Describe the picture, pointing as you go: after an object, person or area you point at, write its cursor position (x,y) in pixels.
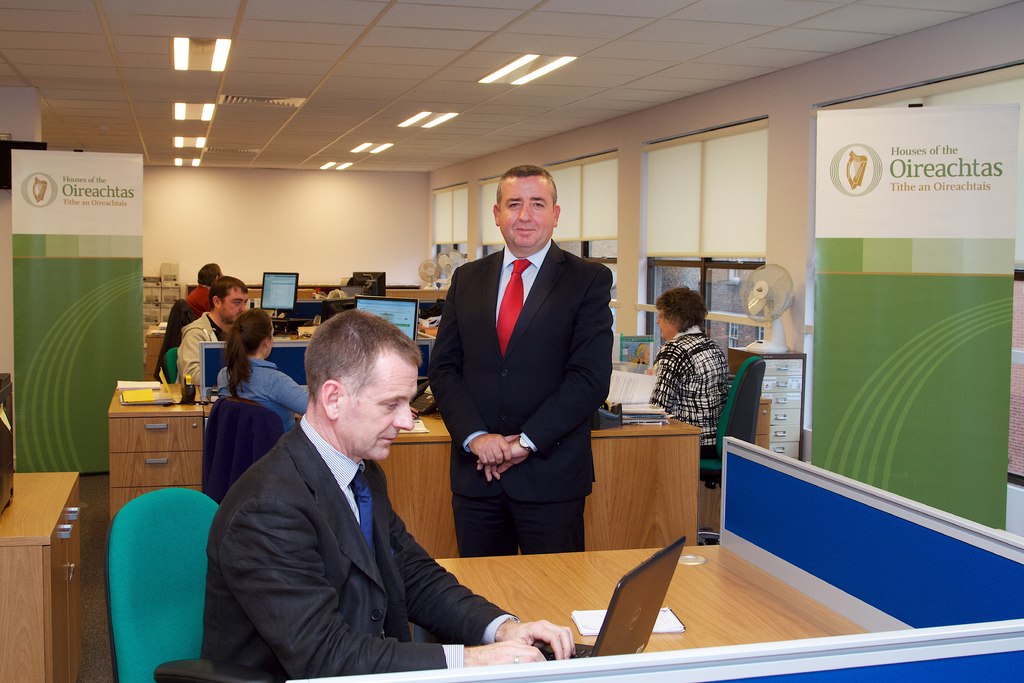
In this image I see few people (546,629) who are sitting on the chairs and there are tables (725,568) in front (703,594) and I see monitors (408,305) and a laptop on the tables (559,618). I can also see that this man (548,512) is standing and is smiling. In the background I see the boards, fans (783,346) and the lights (520,61) on the ceiling (156,115).
